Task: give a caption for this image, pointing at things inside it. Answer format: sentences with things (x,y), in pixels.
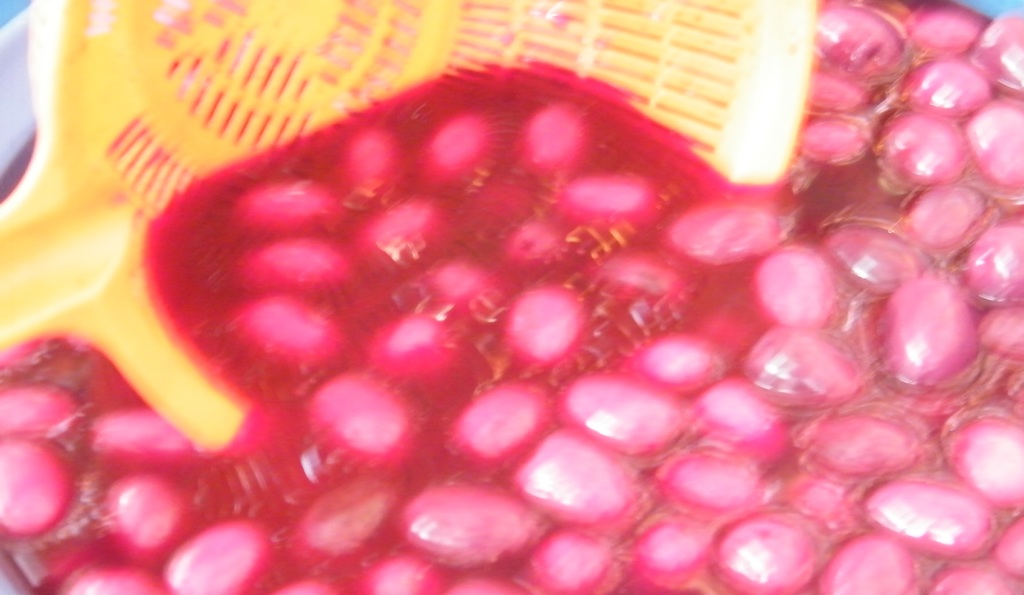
There is a pink color food item (404,244). Also there is a yellow color thing (140,103) on it.
